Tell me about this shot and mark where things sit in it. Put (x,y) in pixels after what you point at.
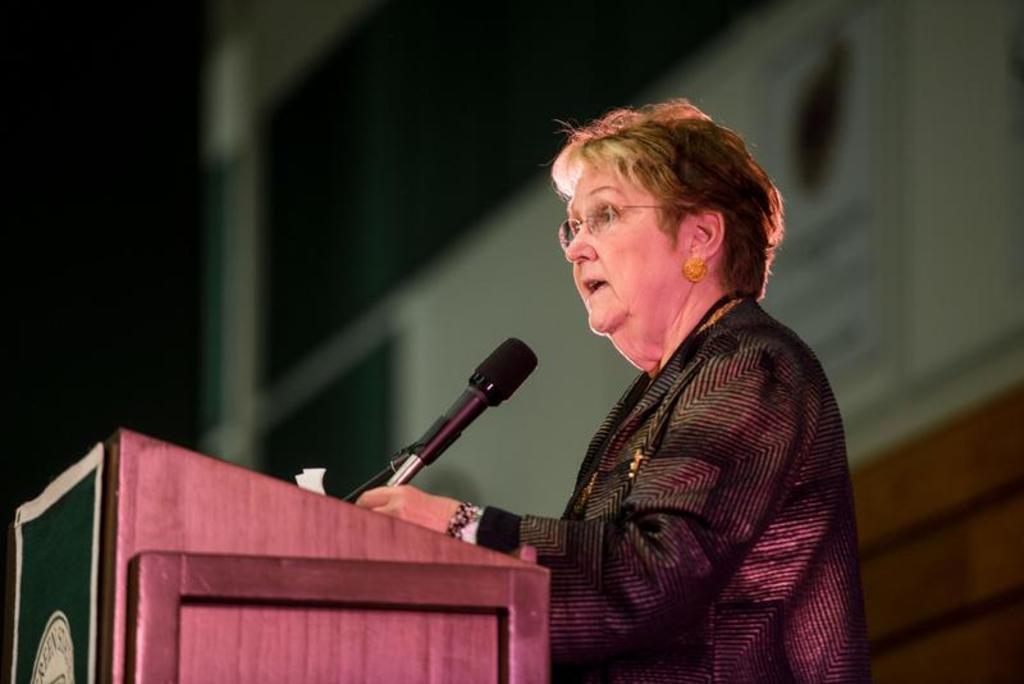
In the picture we can see a woman (795,540) standing near the desk (277,540) and talking in the microphone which is on the desk (396,524) and in the background (303,392) we can see a wall (920,248) with a screen (529,141).
